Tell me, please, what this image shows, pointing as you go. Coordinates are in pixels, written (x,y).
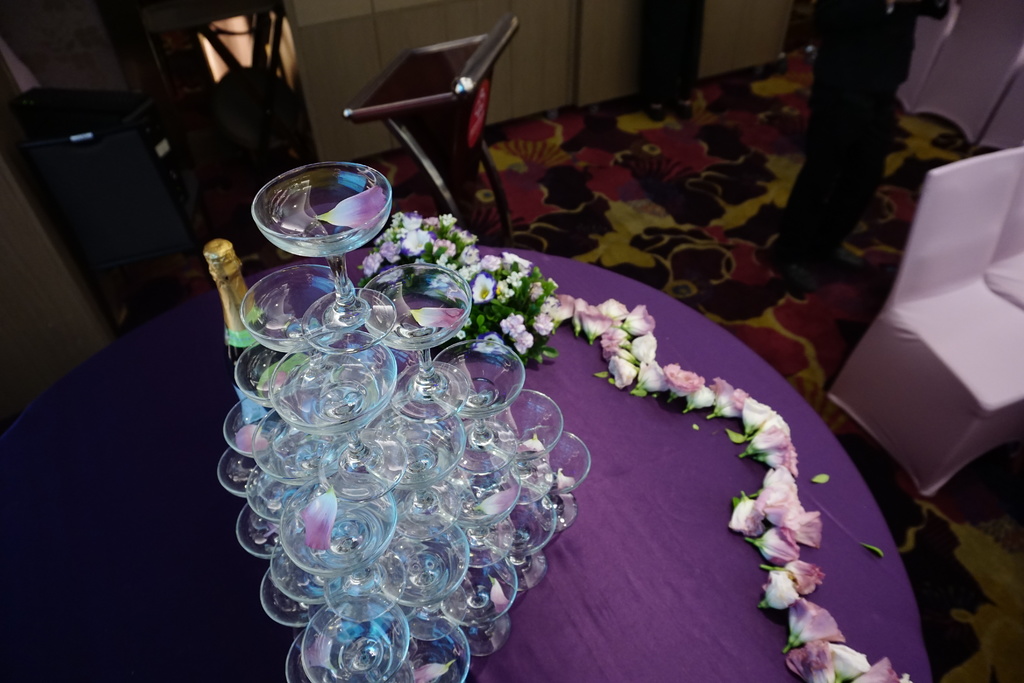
In this image there are glasses (425,440) on the table (562,624) and there are flowers (770,519) and there is a bottle (229,302). On the right side (1013,295) there are empty chairs (1013,285) and there is a person (843,113) standing. In the background (476,45) there are objects (133,160) which are black in colour and there is a stand (445,128) and there is a cupboard (557,17).
